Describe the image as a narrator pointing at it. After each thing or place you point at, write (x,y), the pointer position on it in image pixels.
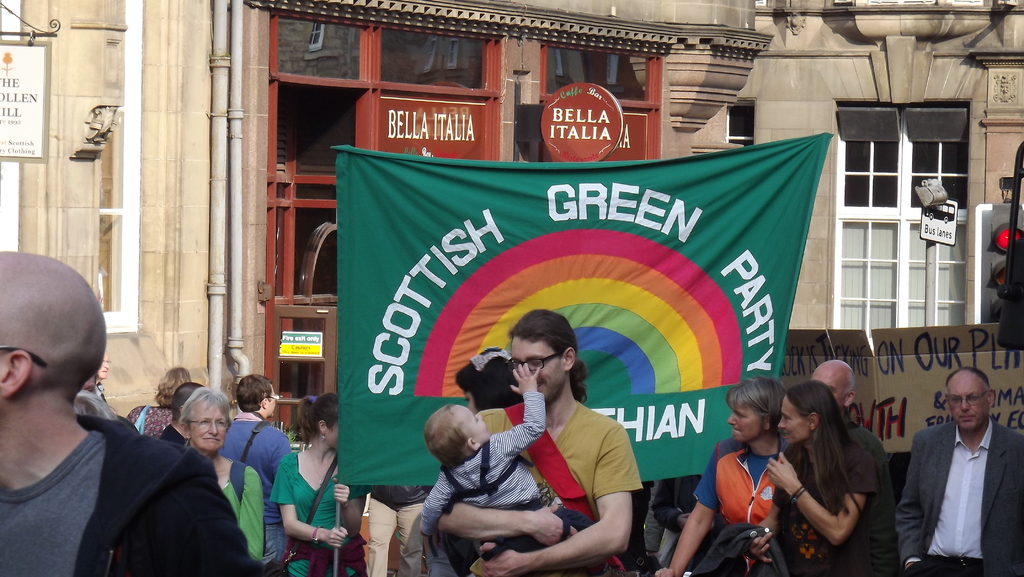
In the image there are many people (540,470) around, they are wearing clothes (279,472) and some of them are wearing spectacles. This is a banner (374,222) and we can see there are buildings (727,53) and this a window (872,256) of the building (900,223). There is a signal pole (999,278).
